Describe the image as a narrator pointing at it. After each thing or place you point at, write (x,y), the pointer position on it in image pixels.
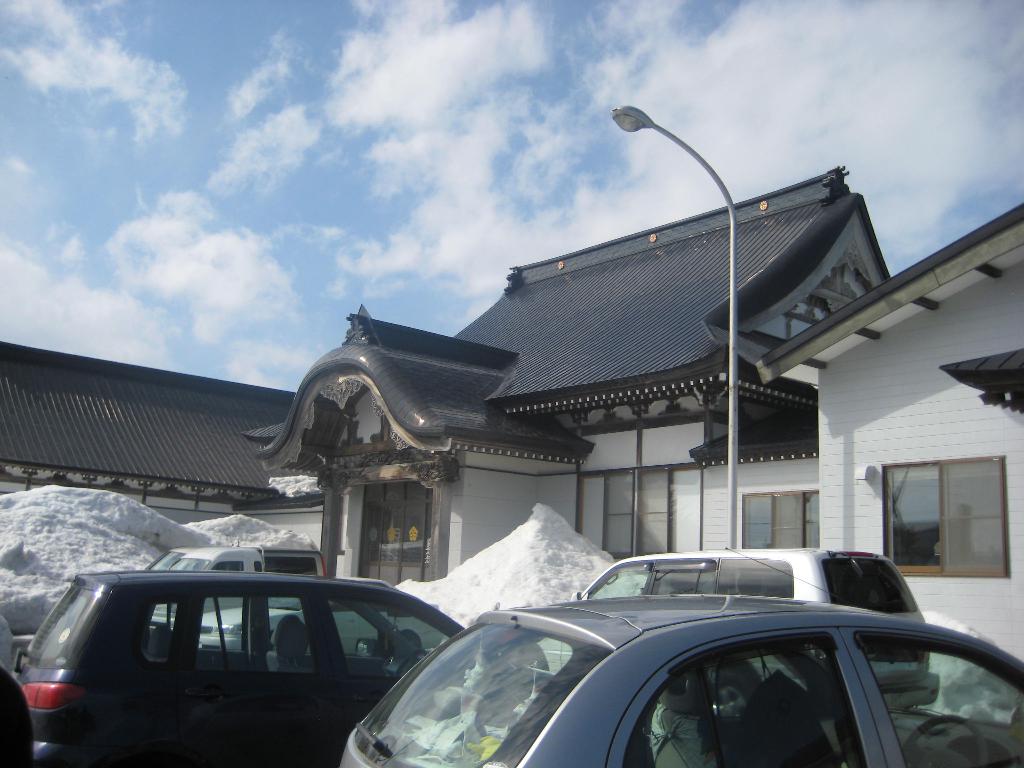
In this image we can see some vehicles (895,649) and there is a house (365,559) in the background (45,411) and we can see the snow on the ground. There is a street light (731,464) and at the top (405,99) we can see the sky (405,99).
